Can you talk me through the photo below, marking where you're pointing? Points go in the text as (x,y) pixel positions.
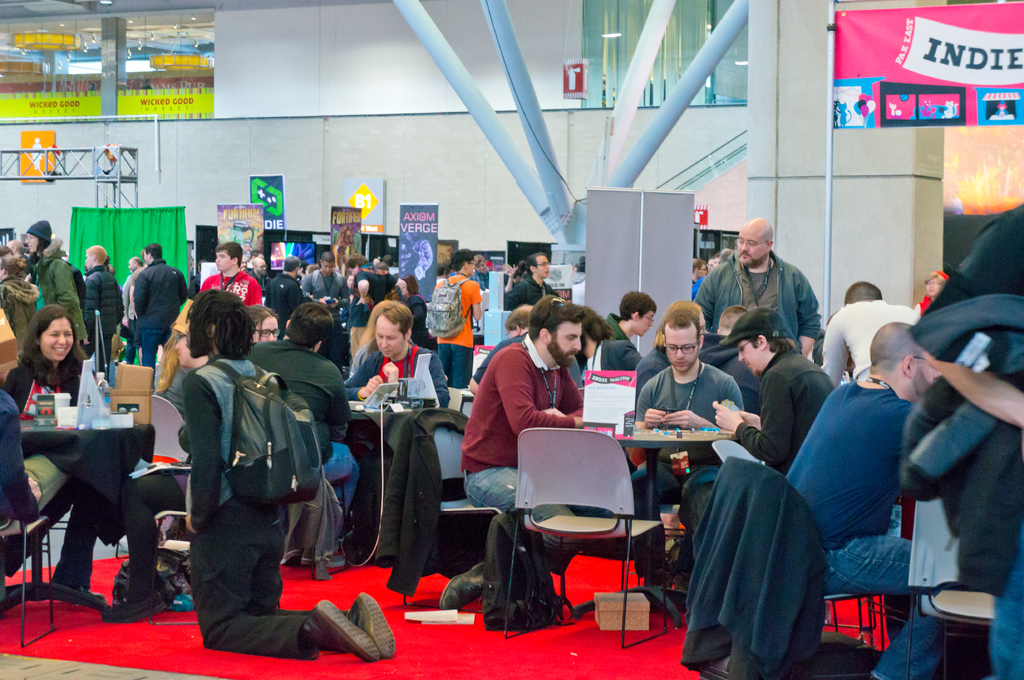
This is an inside view of a room (434,624). Here I can see a crowd of people (535,350) sitting on the chairs (452,472) and few people (459,370) are standing. On the left side (219,461) there is a person (219,439) wearing a bag (259,434) and sitting on the knees (208,637) facing towards the left side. On the ground (392,659) there is a red color carpet (415,655). In the background (150,223), I can see few posters (346,220) attached to the wall (447,178) and there is a green color curtain (130,225). On the right side (813,140) there is a pillar (810,204) and a banner (881,50) is attached to a pole (828,235). In the top left (126,74) there is a glass (87,56) and also there is a window (675,42).
